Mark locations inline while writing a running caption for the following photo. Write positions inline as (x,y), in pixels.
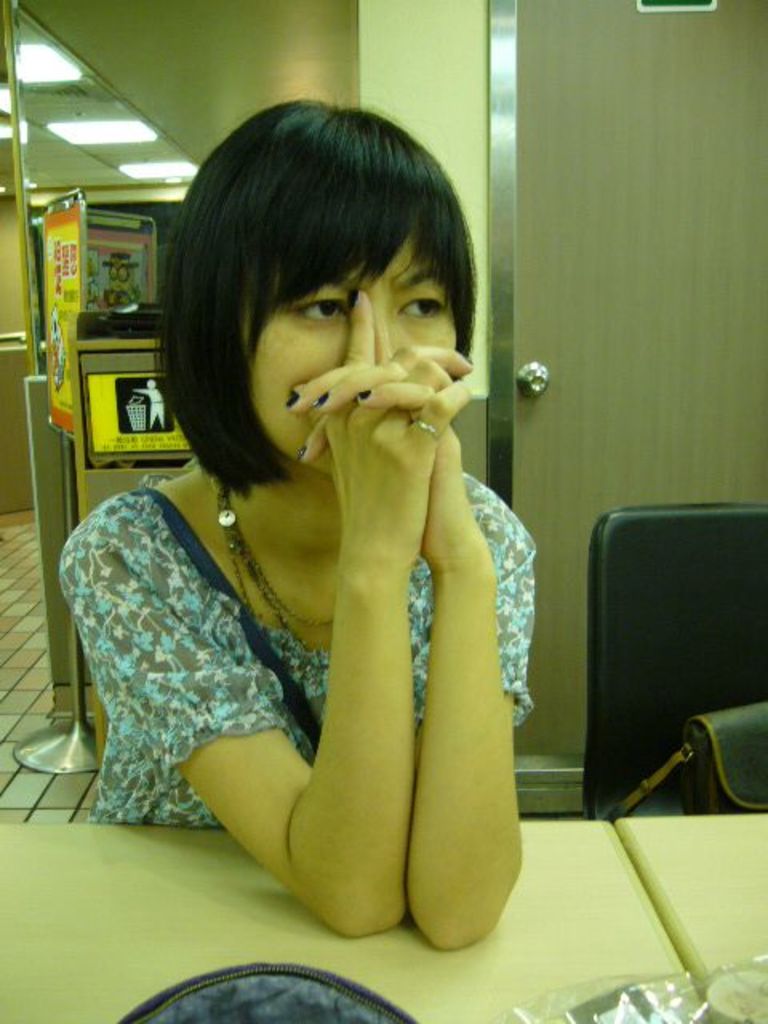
In this image there is a woman (446,770) sitting before a table (529,886). Right side (732,566) there is a chair (741,661) having a bag (742,770) on it. Left side there is a stand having board (67,411) attached to it. Few lights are attached to the roof (171,150). Right side (653,392) there is a door (612,264) to the wall (431,7).
